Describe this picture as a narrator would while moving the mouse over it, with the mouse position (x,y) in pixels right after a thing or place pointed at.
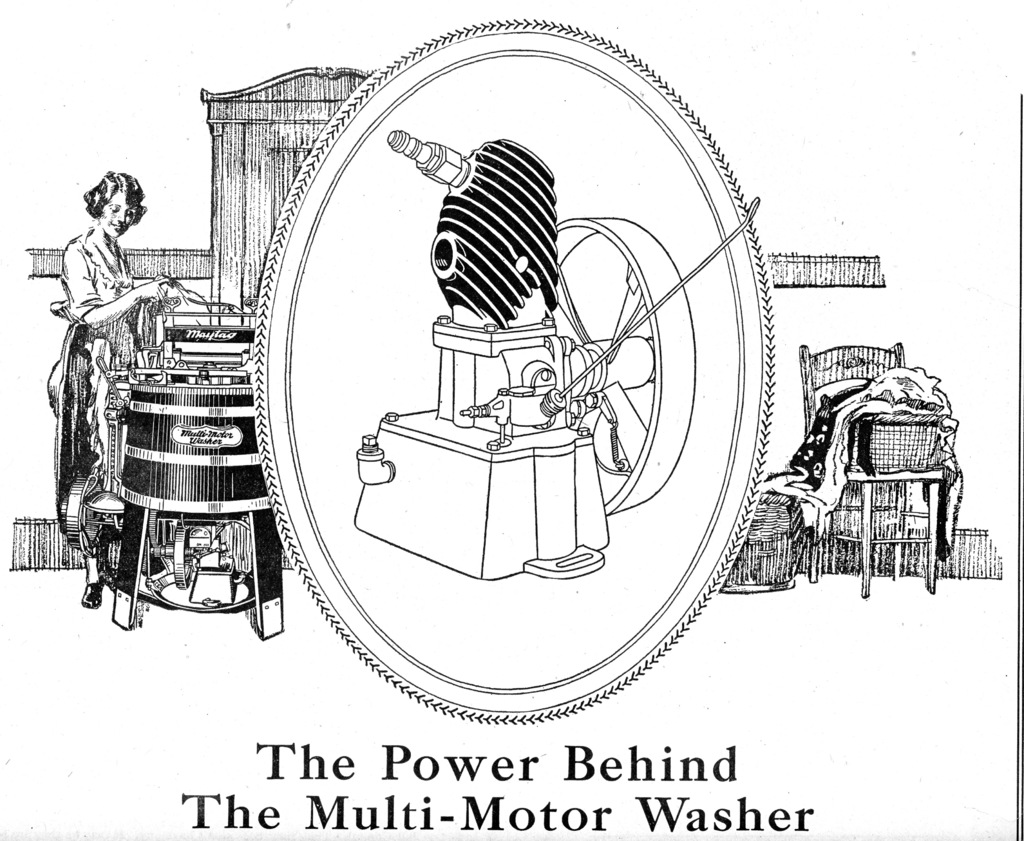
This picture consists of images of person (94,282) and an equipment (120,460) and a chair (839,376), clothes (836,449) and a text (718,776) visible at the bottom (683,781).
